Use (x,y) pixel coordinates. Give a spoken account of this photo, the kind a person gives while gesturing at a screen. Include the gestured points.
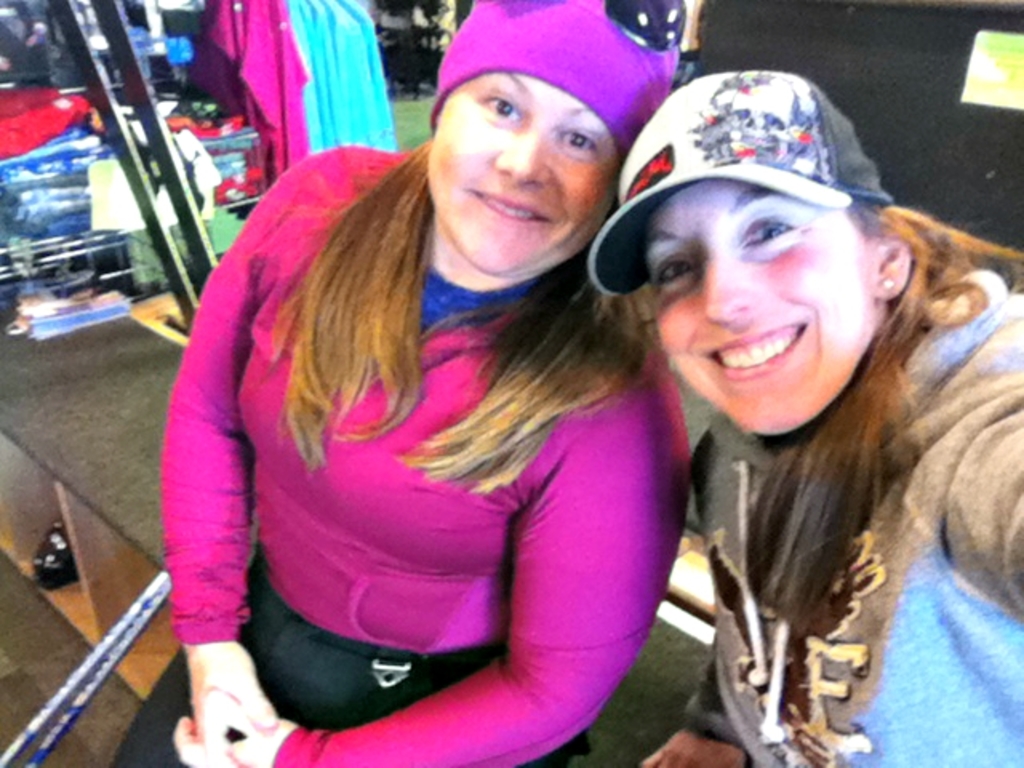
In this picture we can see there are two women (560,403) sitting on an object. Behind the women (416,308) there are clothes (296,111) and some objects (455,9).
